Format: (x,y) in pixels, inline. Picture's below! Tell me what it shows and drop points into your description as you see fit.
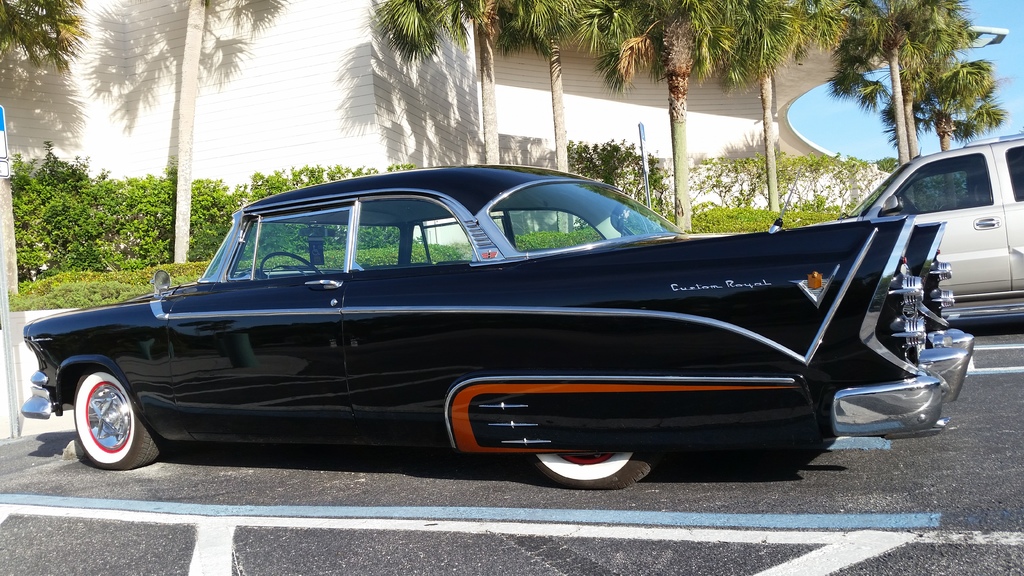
In this picture there is a black color classic car (382,347), parked in the front of the house (797,154). Behind there is a another car (871,199) parked. In the background (110,203) we can see some plants (122,226), coconut trees (485,39) and white color house (270,95).
